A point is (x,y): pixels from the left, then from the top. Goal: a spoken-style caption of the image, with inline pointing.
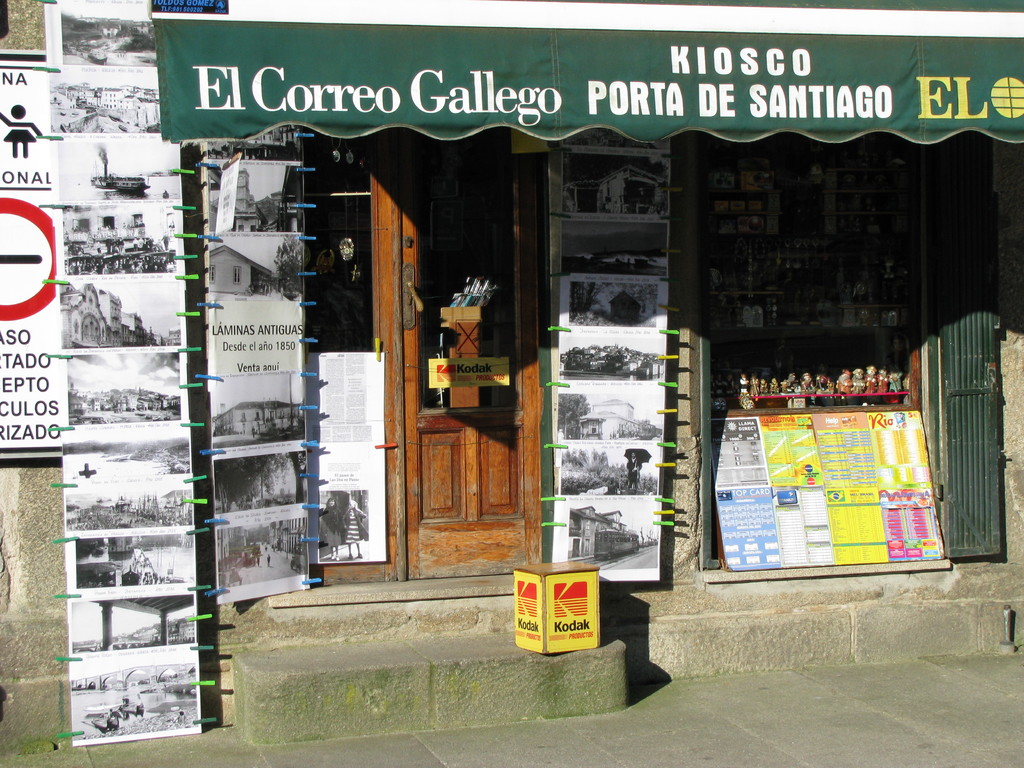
In this image, there are few objects (765,381) in a shop (730,393). There are posters (287,401) with clips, a board (824,518) and a door (420,362). At the top of the image (190,108), I can see a name board (531,104). In front of the shop (607,612), there is a box (566,598). On the left corner of the image (36,360), I can see a poster (37,248) attached to the wall (39,38).
